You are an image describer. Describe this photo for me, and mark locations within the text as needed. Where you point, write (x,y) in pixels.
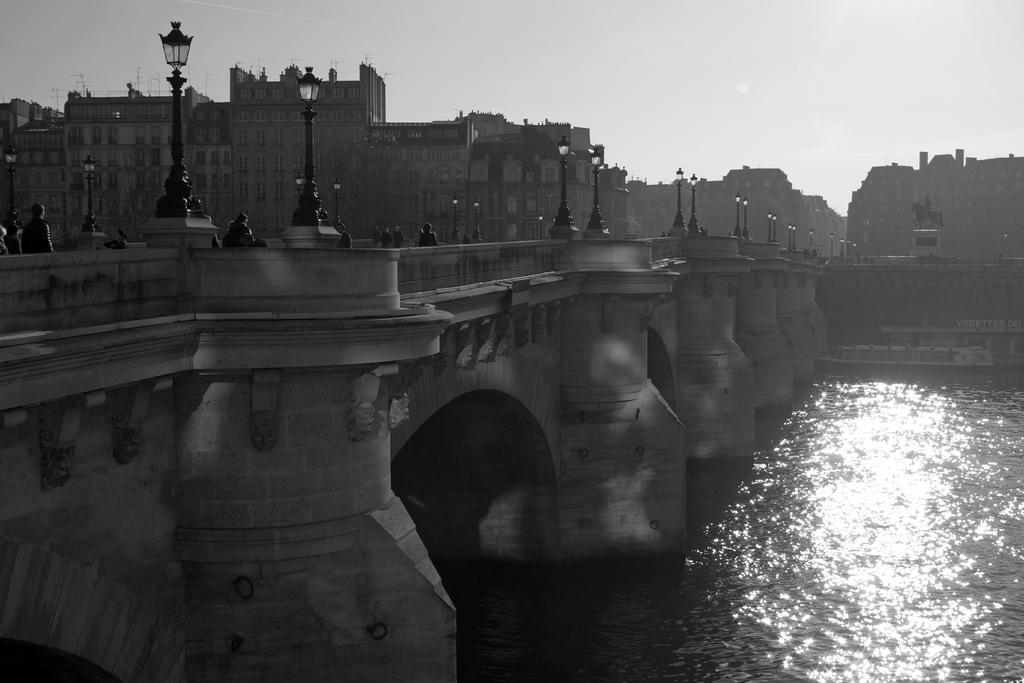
In this picture we can see water (796,574) at the bottom (777,570), on the left side (223,333) there is a bridge (608,333), we can see poles (566,196), lights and some people (29,238) on the bridge (62,249), in the background (267,139) there are buildings (793,201), we can see the sky (756,47) at the top of the picture (705,44), it is a black and white image.
